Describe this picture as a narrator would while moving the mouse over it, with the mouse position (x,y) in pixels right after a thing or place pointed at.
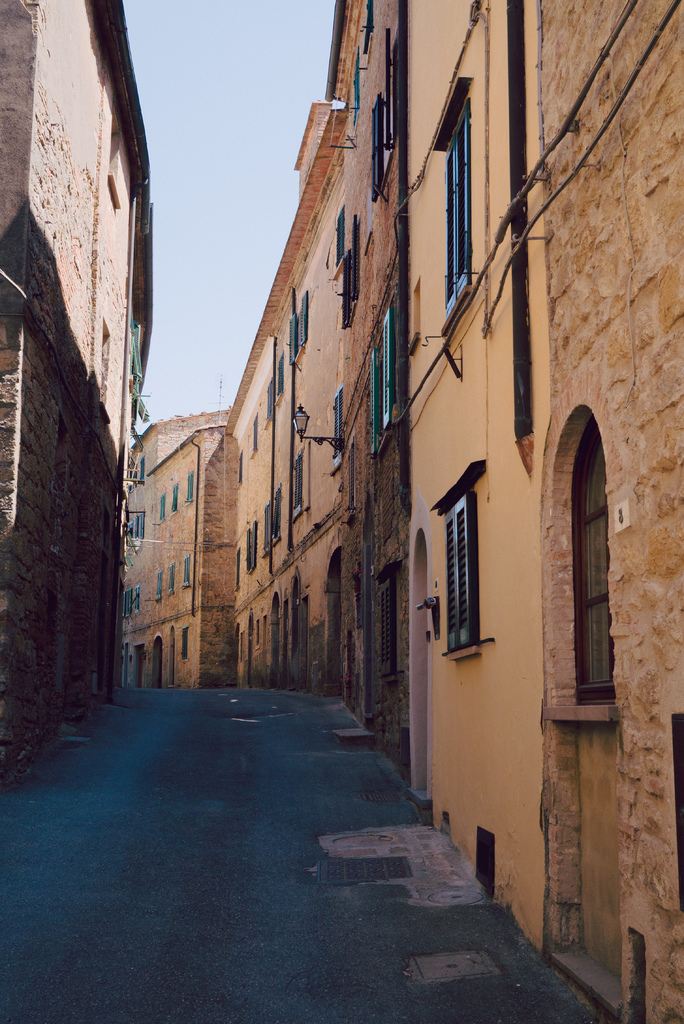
This image consists of a street (236,836). To the left (145,489) and right there are buildings (365,479) in brown color. There are many windows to the building (426,537). At the top (203,117), there is a sky (200,105).
